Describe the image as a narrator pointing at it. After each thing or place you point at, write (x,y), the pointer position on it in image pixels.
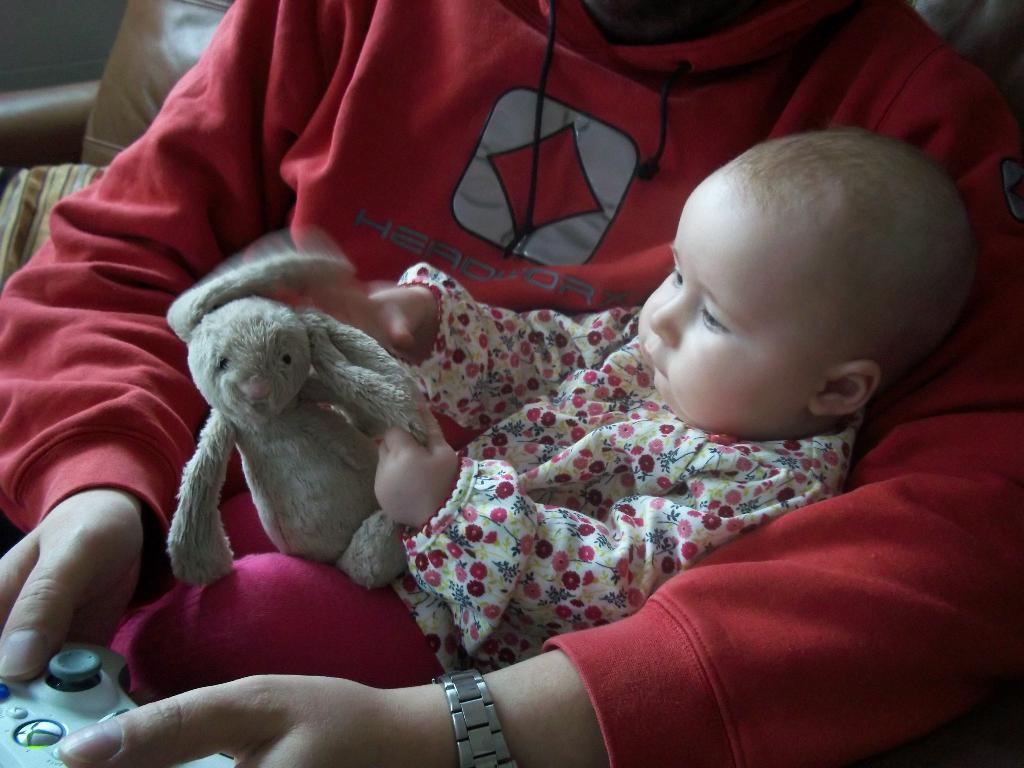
In this image I can see two people (607,646) with different color dresses (556,507). I can see one person (520,423) holding the toy (308,506) which is in ash color and another person (238,483) holding the joystick (46,736). These people (74,252) are sitting on the couch (55,135).
